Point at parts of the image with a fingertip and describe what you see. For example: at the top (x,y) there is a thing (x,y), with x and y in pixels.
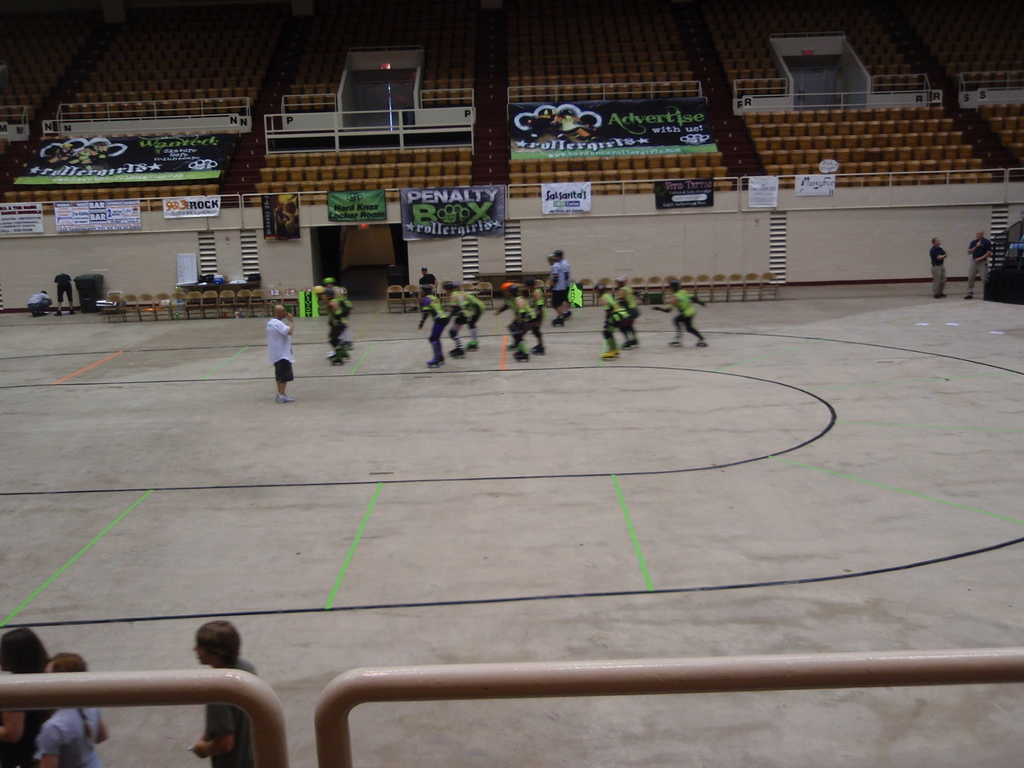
There is a ground (481,428). On the ground (666,388) many people (520,318) are skating with skate shoes (624,343). One person (284,364) is standing. At the bottom (215,728) there is a railing (157,689) and few people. In the back (138,299) there are chairs (738,294). Also there is a wall (306,253). And there are banners (285,205) on the railing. In the background (260,179) there are chairs (855,151). And there are banners (650,108).
